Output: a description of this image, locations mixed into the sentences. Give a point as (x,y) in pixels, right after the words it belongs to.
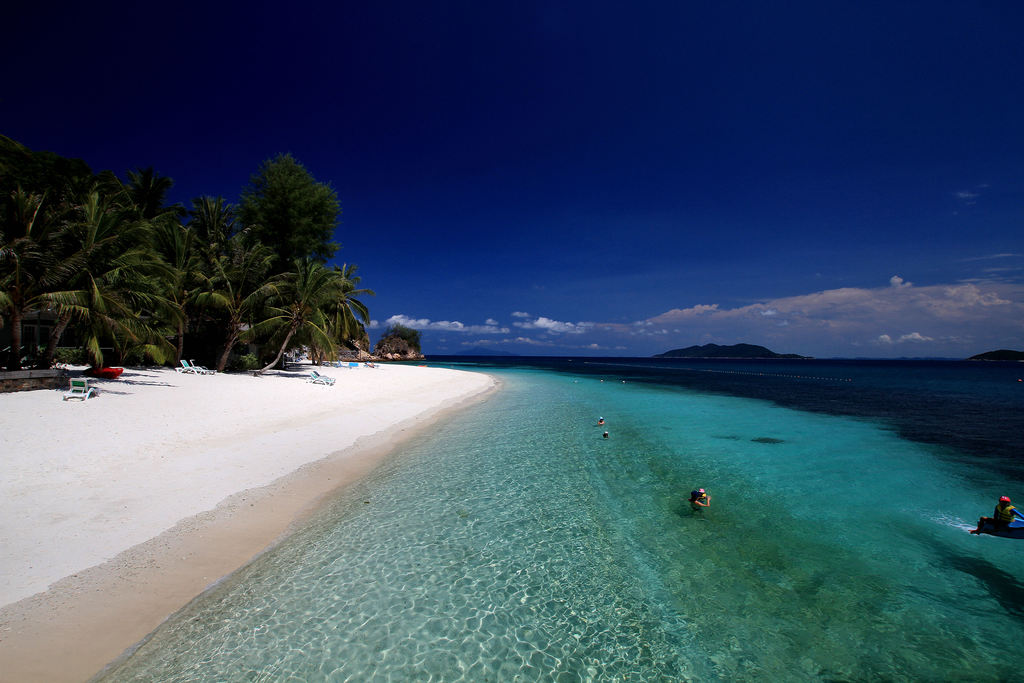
In this image there are a few people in the water (599,409). In front of the water (612,381), there is sand (366,387) on the sand (180,398) there are benches (88,393) and some other objects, behind them there are trees (174,302). In the background of the image (676,354) there are mountains (758,354). At the top of the image (606,184) there are clouds (932,309) in the sky (580,343).
